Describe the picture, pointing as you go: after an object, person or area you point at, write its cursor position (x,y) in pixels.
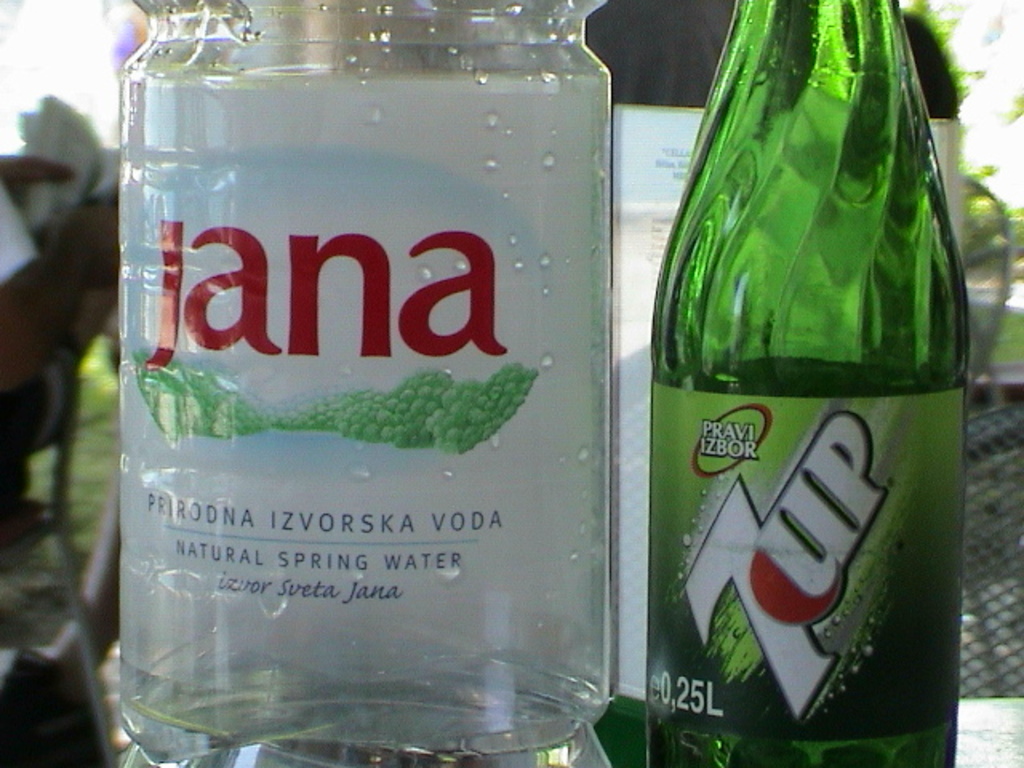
We can see different color bottles (496,496) on the table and we can see stickers (421,282) on these bottle (781,538). On the background (52,230) we can see persons (935,75), chair (1000,638).
